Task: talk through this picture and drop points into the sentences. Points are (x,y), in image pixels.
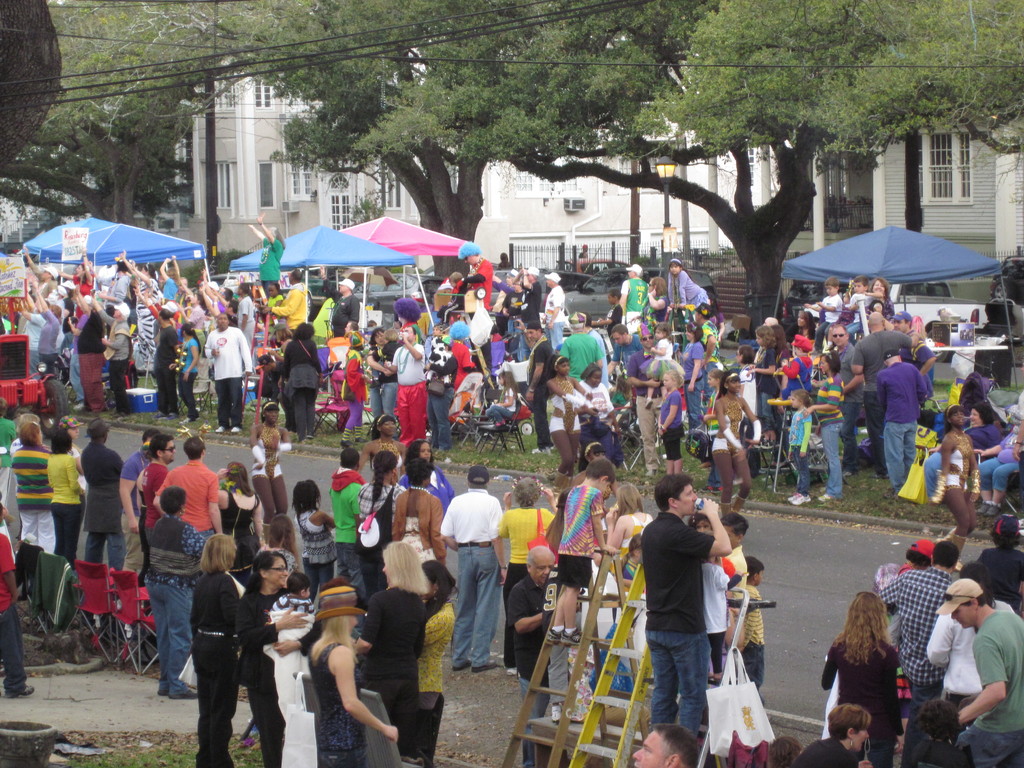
In this picture we can see there are some people (437,583) standing on the path (152,712) and on the path (504,463) there are ladders (584,598), chairs (80,573), stalls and a vehicle (27,371) on the road (288,452). Behind the people (120,517) there are trees (316,49), cables (323,38) and buildings (727,161).
